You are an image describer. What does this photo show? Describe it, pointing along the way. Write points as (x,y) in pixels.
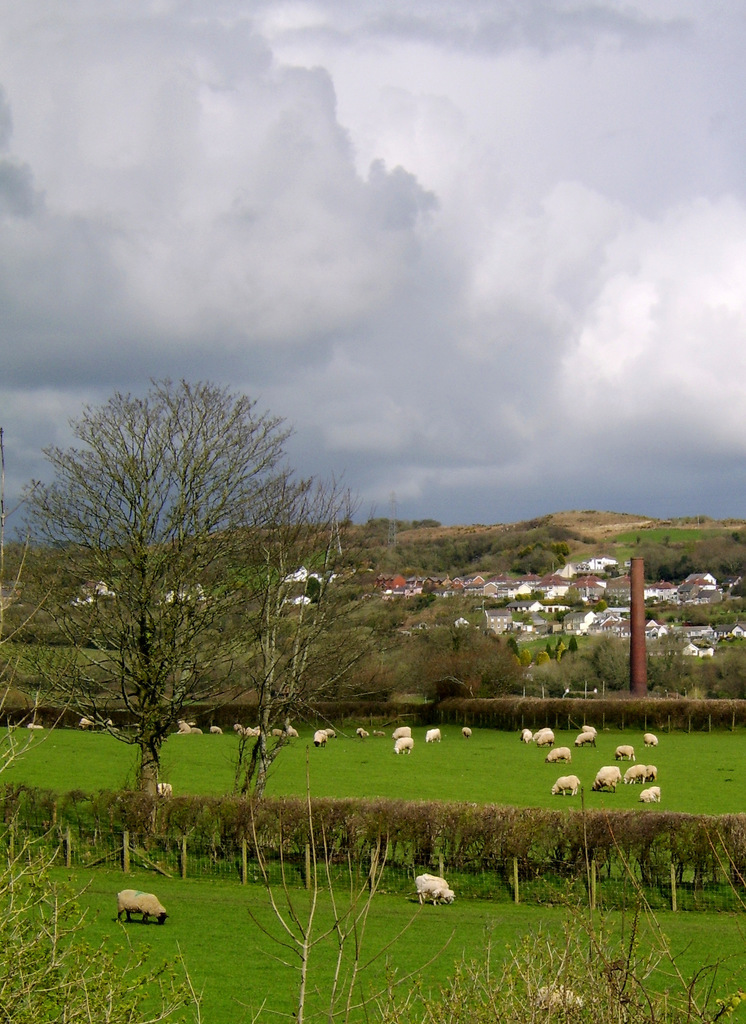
In the front of the image (712,897) there are trees (718,693), grass (554,765), plants (554,723), animals (554,756), houses (505,578), railings (537,890) and objects (639,597). In the background of the image (486,234) there is a cloudy sky (400,303).
